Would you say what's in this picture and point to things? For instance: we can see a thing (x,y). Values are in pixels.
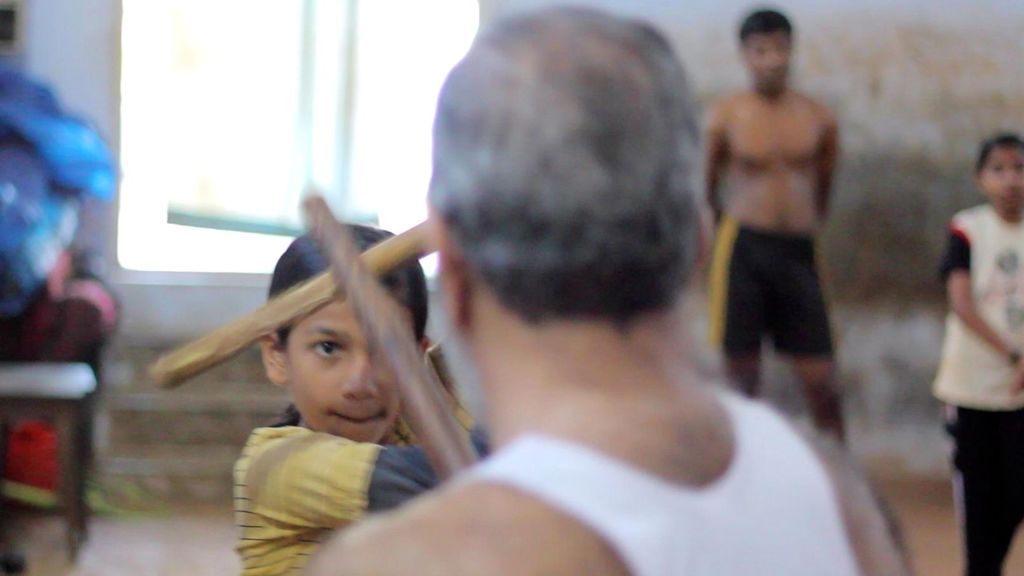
In this picture I can see two persons (421,303) holding the sticks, and in the background (38,308) there are some items (67,119), two persons (969,464) standing, there is a wall (739,28) and a window (424,166).
